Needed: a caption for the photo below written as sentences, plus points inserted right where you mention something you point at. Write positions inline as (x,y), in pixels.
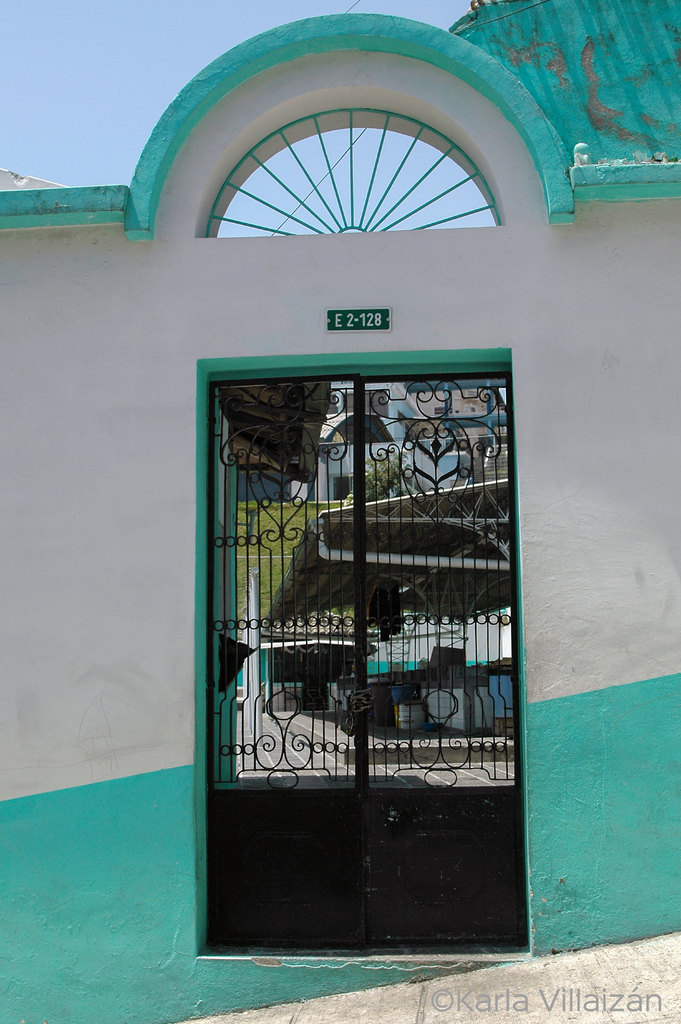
This is the picture of a building (583,707). In foreground (192,683) there is a building (32,690) and there is a gate (429,927). Behind the gate (418,895) there are buildings (463,386) and there is a tree (396,453) and there is a board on the wall (568,294). At the top (170,90) there is sky (115,82). At the bottom (595,958) there is a road (352,1019) and at the bottom right (554,996) there is a text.
